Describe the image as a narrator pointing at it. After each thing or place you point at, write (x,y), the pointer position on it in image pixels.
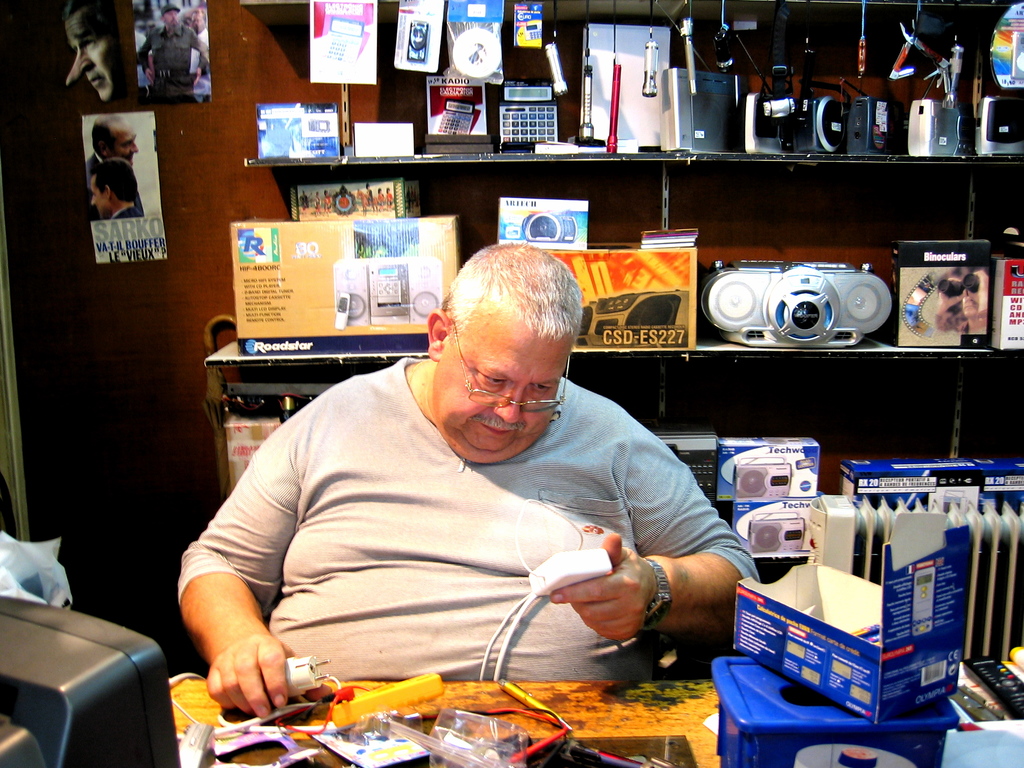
In this image there is a table (323,761) on that table (203,695) there are electrical items (360,708), behind the table (473,694) a man (344,677) sitting in his hand (280,702) there is a electrical device (570,575), in the background (294,348) there is a wall (884,15) to that wall (261,367) there is a shelf (275,361) on that shelf (281,357) there are electrical items (662,324).
